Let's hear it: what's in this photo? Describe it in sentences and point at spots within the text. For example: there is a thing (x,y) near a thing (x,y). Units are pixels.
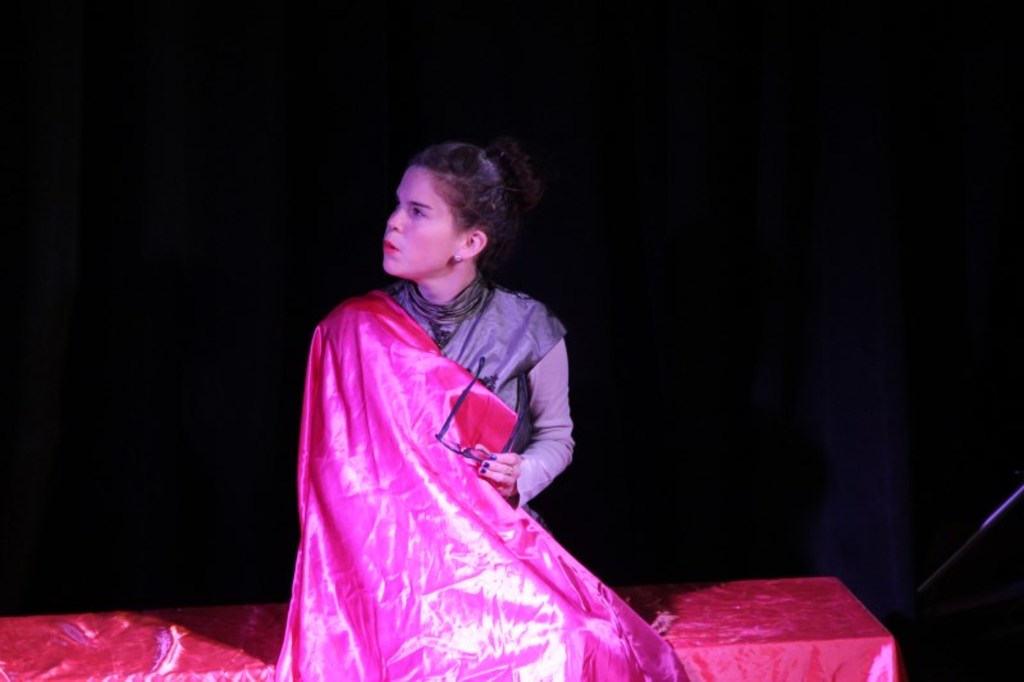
As we can see in the image there is a woman (459,321) wearing grey color top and sitting on bench (791,658). The background (16,435) is dark.
